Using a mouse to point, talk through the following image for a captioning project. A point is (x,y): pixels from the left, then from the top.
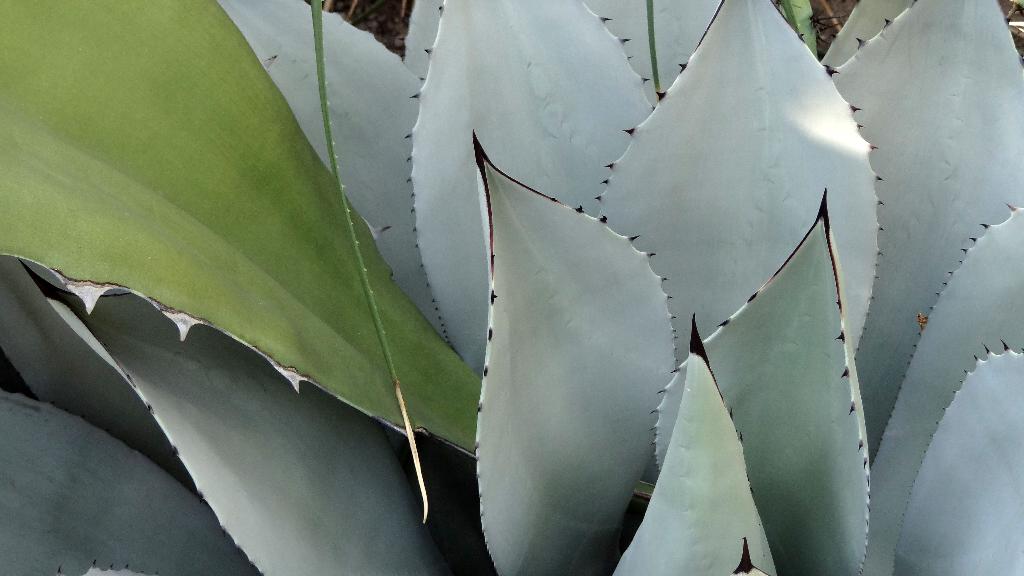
At the bottom of this image (803,451), there are gray color leaves (578,389) of a plant (184,501). On the top left (62,55), there are two green color leaves (182,144). And the background (389,12) is blurred.
